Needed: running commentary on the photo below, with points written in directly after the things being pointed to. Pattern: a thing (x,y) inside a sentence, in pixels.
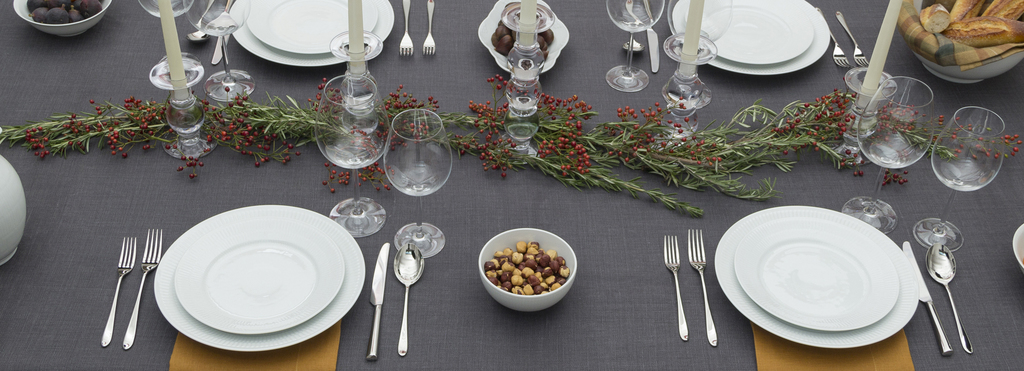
Here it is a dining table (395,210), containing plates (317,272) spoons (403,255) knives (381,276) here it is a bowl (526,304) with food items (524,258) with glasses (413,155), here it is a bowl (65,27) with food items (62,13), and here it is a bowl (952,78) with cloth (942,48), and with leaves (547,159) and small fruits (579,161).
